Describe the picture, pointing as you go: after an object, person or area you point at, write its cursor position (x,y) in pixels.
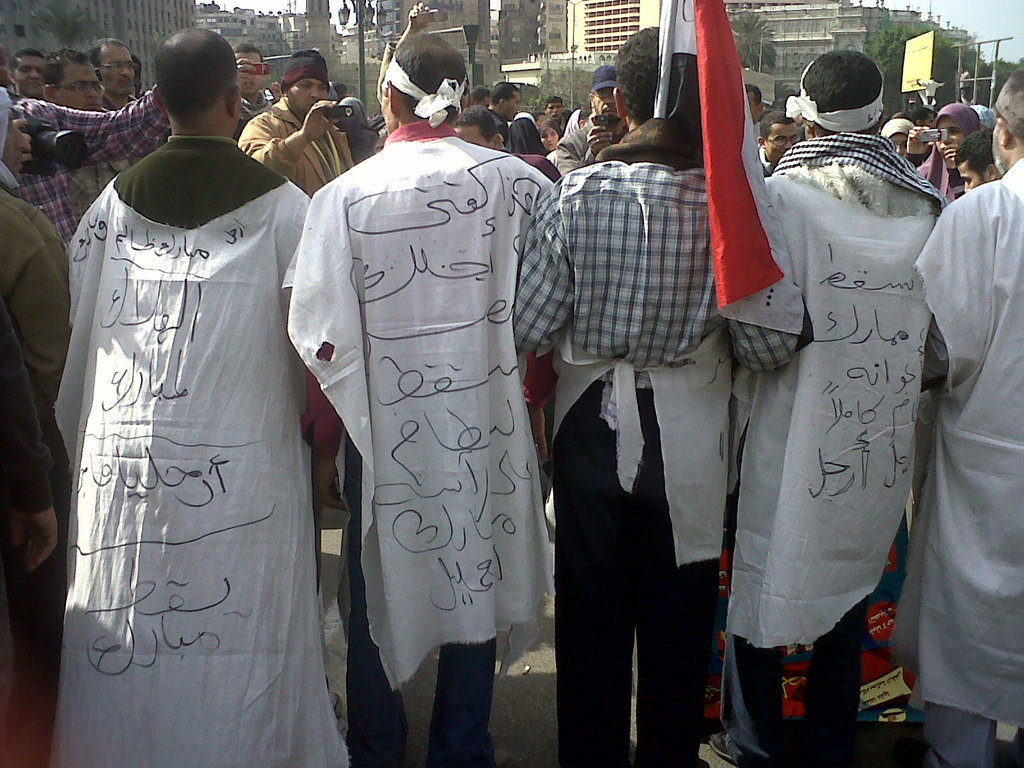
In this image there are many people (698,290) standing on the road (542,686). In the foreground (334,419) there are five people (767,366). In the center (608,329) there is a person (630,81) holding a flag (688,49). In front of them there are people (265,107) holding cameras (599,121) in their hands (320,119). In the background (899,96) there are buildings (287,33), street light poles (371,20) and trees (903,51).
